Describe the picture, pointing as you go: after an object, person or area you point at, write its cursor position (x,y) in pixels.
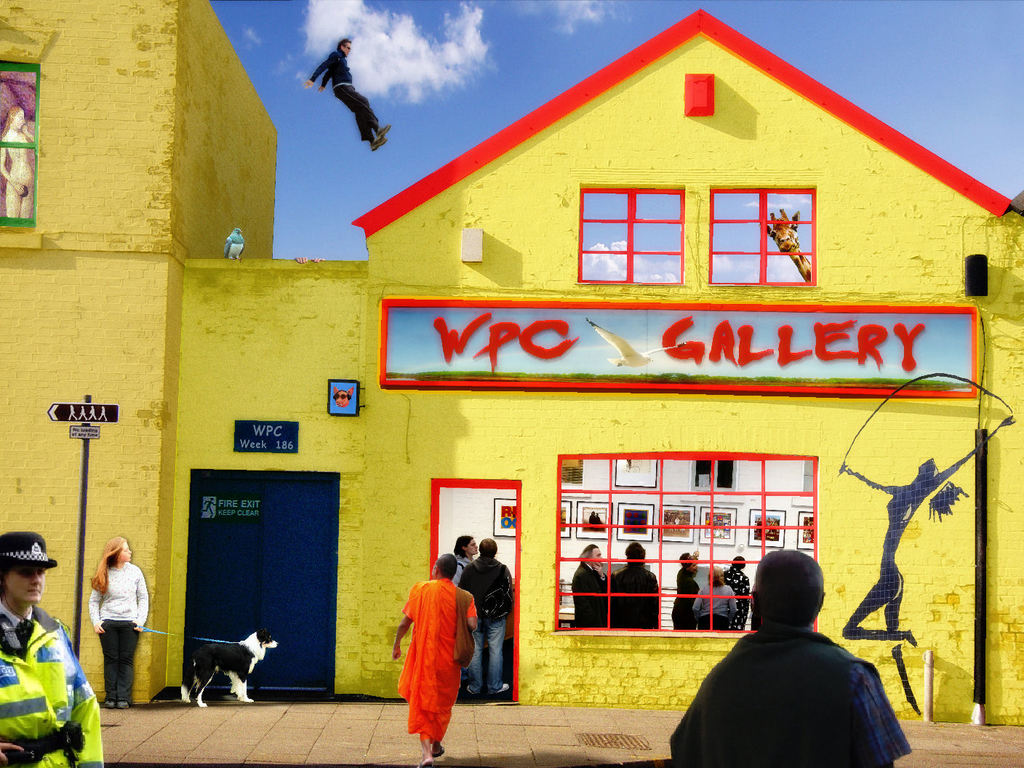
In the image there is a store (516,653) with a name board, windows (723,569), roofs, walls (287,387) and also there is a painting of a lady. Behind the window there is a giraffe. Inside the store (605,531) there are few people (500,573) standing and also there are frames (806,521). In front of the store (540,501) on the footpath (466,720) there is a man (422,652) and there is a lady (107,575) and a dog (202,659). On the left side (19,630) corner of the image there is a lady (43,646) with a cap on her head (24,581). And at the bottom of the image (730,705) there is a man (806,664). On the left corner of the image (158,77) there is a wall (120,111) with a pole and also there is a window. At the top of the image (497,80) there is sky (427,55) with clouds (410,77) and also there is a person (345,78) in the air (319,42).
